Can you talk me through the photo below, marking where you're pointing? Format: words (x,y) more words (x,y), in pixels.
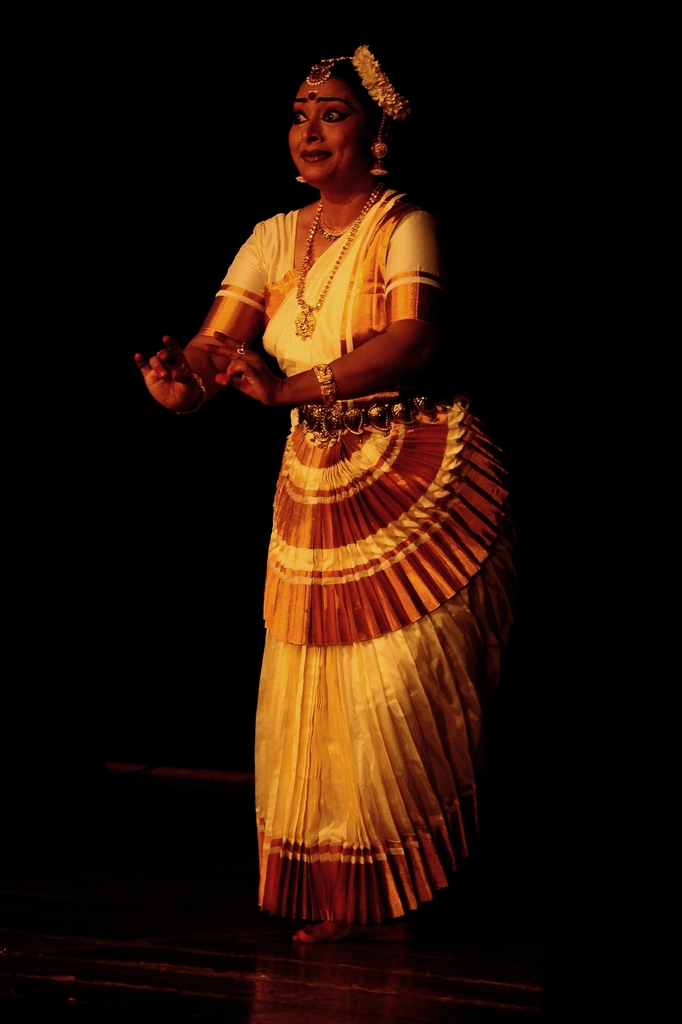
In the image we can see a woman (362,574) wearing clothes (393,545), neck chain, finger ring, bracelet (316,374), earrings (377,147) and it looks like she is dancing, and the background (210,102) is dark.
